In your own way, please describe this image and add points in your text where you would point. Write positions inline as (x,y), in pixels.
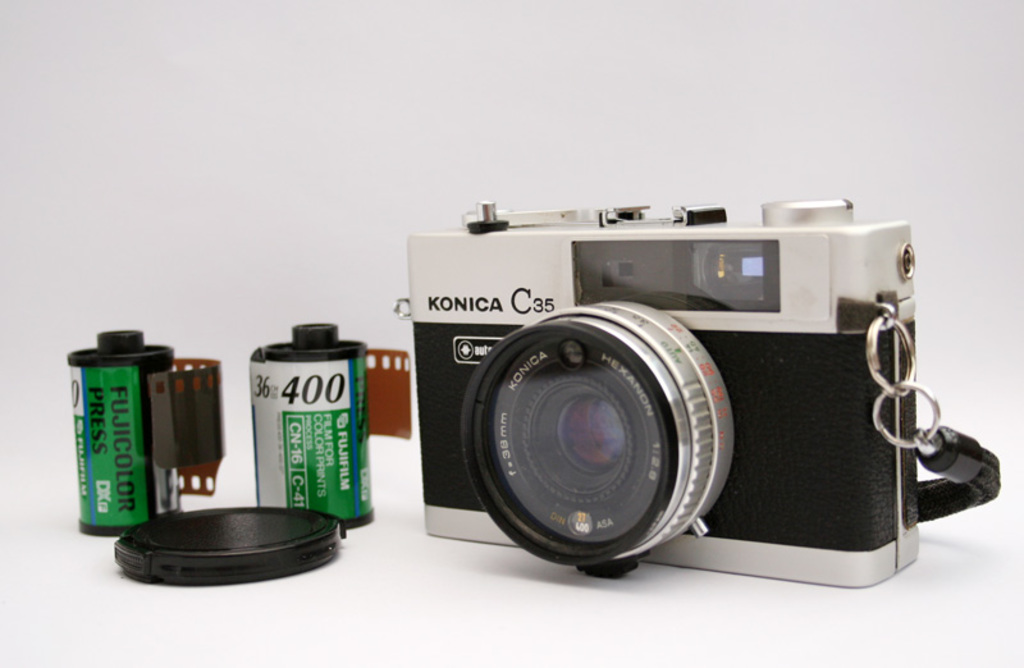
In this image we can see one camera (442,313), two fujicolor press (292,437) and one camera lens (189,517).
